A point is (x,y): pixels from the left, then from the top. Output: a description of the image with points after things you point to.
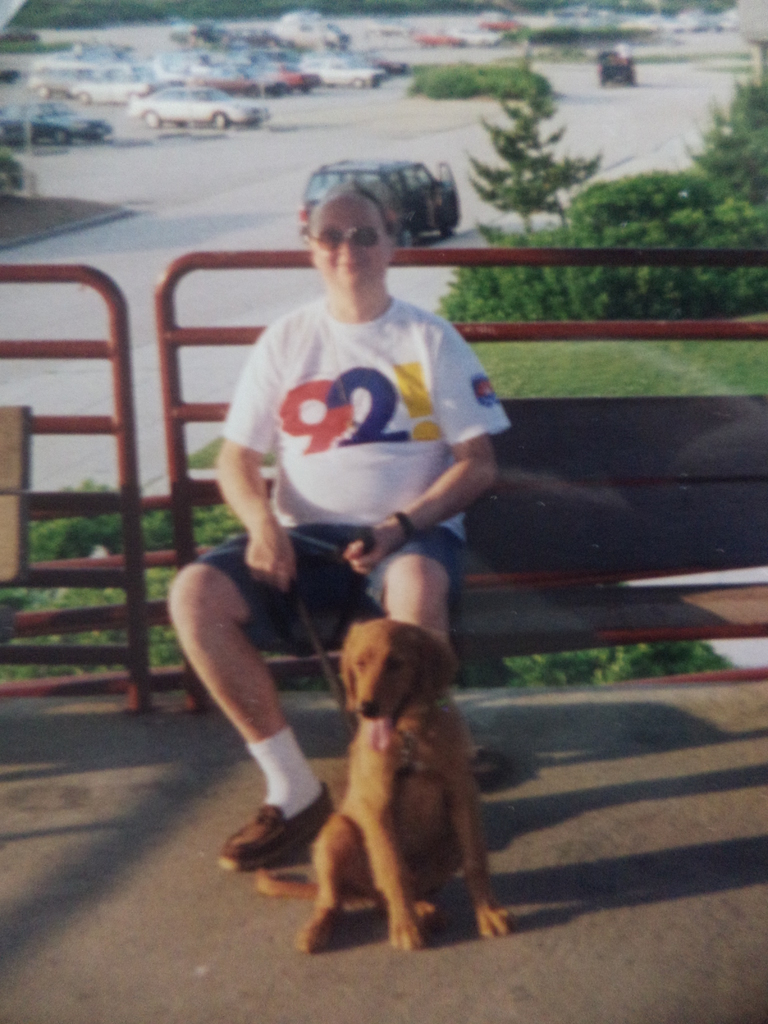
In this image we can see a man (336,420) wearing the glasses (359,240) and sitting on the bench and smiling and also holding the dog (333,891) which is on the road (602,921). We can also see the barrier (33,350), and behind the barrier (626,264) we can see the grass (720,368), trees (572,235) and also the vehicles (274,73) passing on the road (347,126).
